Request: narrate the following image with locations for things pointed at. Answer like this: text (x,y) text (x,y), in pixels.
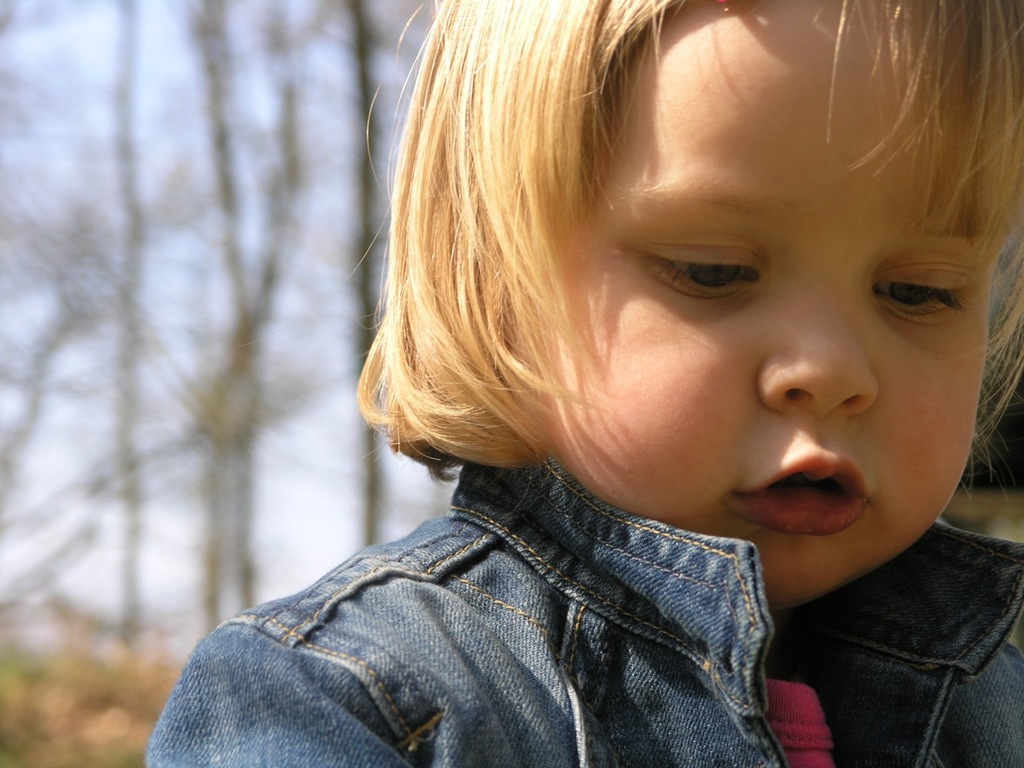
In this image, I can see a small girl (640,574). She wore a jacket (662,684). In the background (134,506), these look like the trees (99,270).
